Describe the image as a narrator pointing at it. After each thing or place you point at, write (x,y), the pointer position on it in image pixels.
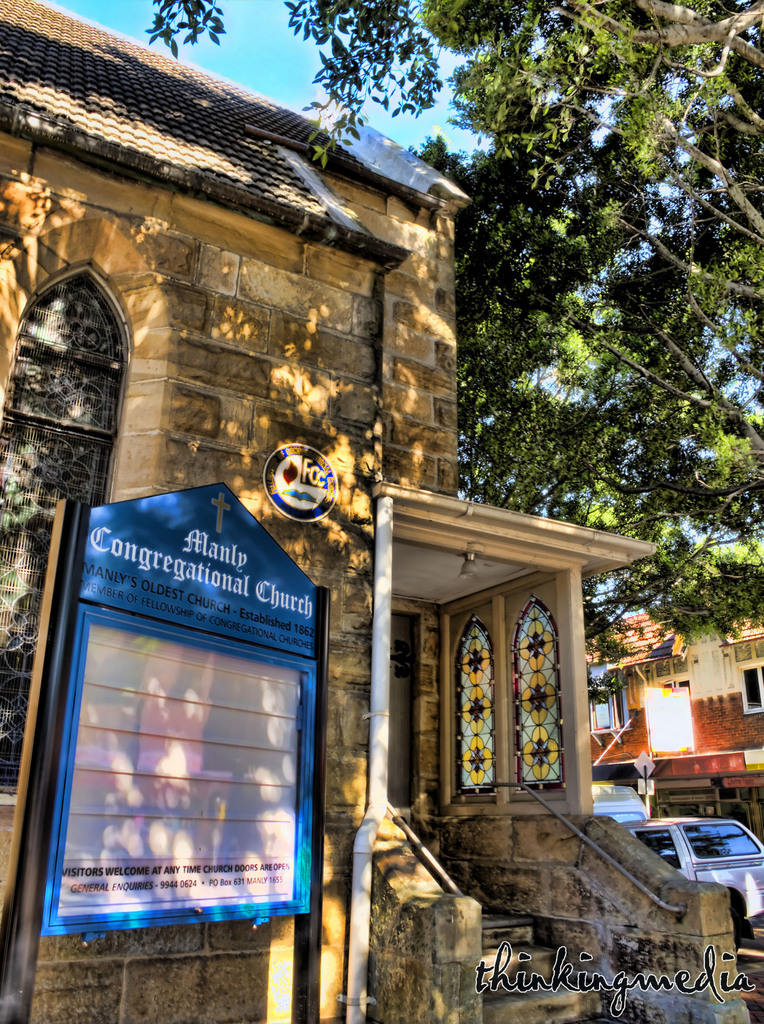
In this image I can see a church (467,566), on the left side (233,555) there is a board (249,739). On the right side (600,263) there is a tree (535,253), at the top (253,61) it is the sky (241,61).
